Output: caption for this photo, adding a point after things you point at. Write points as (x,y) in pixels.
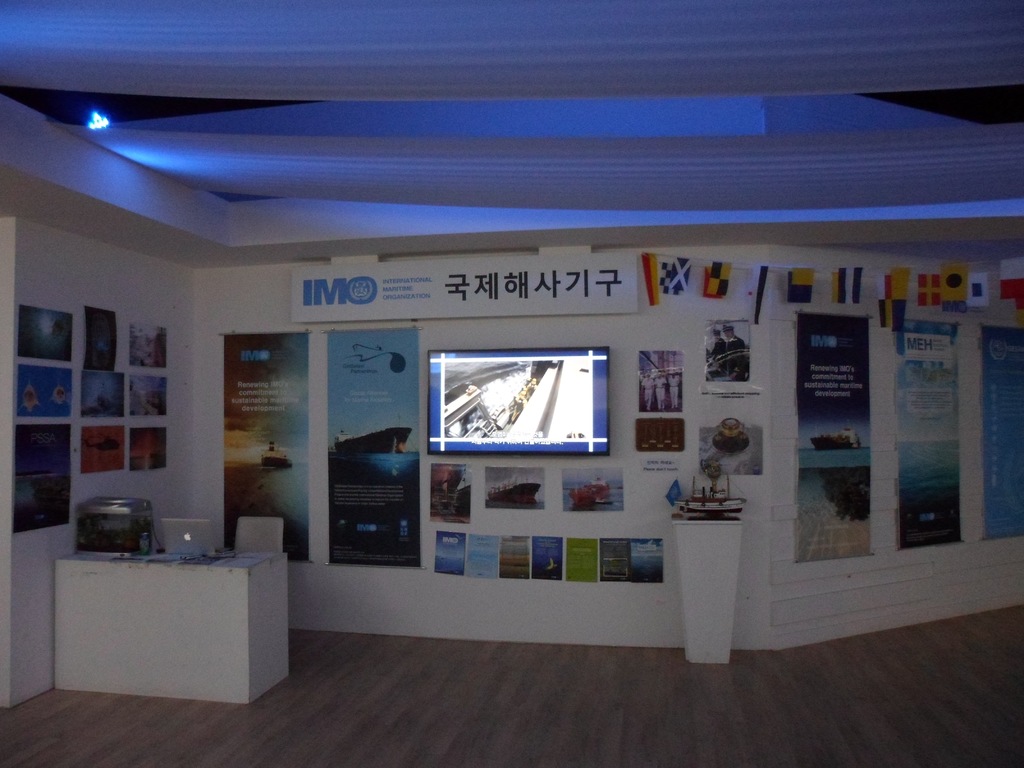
On the left side (148,573), we see a table (213,595) on which laptop (196,539), papers (203,553) and some objects (147,551) are placed. Beside that, we see a chair (254,527). In the background (385,537), we see a white wall (637,533) on which television (556,359) and many posters (458,547) are pasted. In the middle of the picture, we see a table (710,543) on which some objects (735,503) are placed. At the top (447,49), we see the ceiling (511,49) of the room (557,115). At the bottom (450,691), we see the wooden floor (462,707).
